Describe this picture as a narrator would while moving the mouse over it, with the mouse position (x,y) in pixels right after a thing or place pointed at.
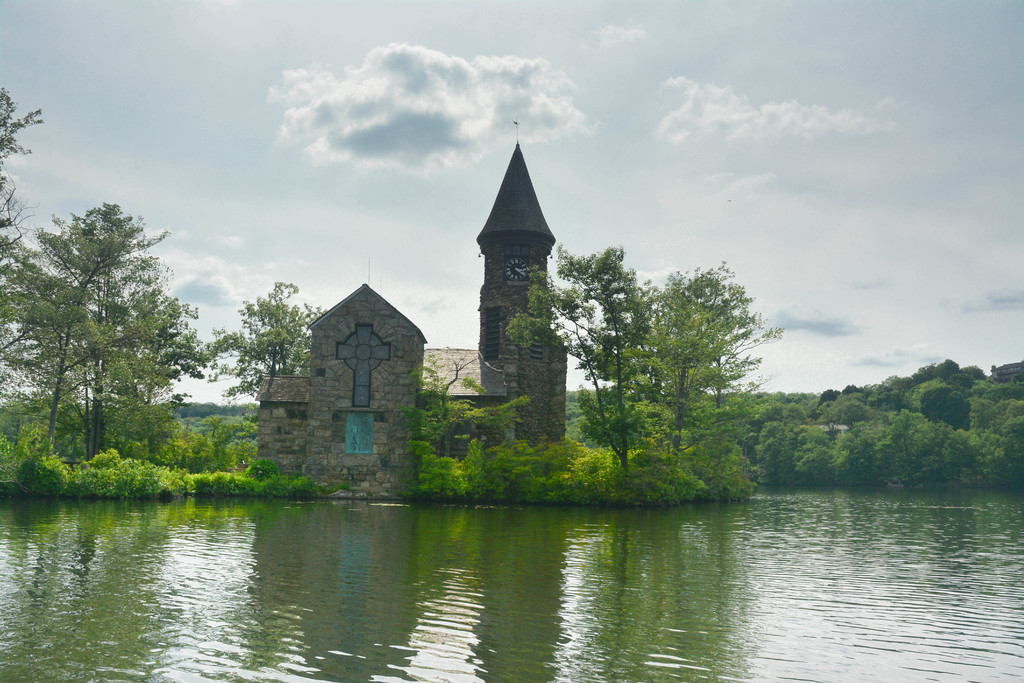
In this picture there is a building (531,208) and there is a clock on the wall (548,254) and there are trees (103,422). At the top (170,147) there is sky (197,168) and there are clouds (202,256). At the bottom (475,598) there is water (621,574) and there is a reflection of a building (461,444) and there is a reflection of trees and there is a reflection of sky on the water (578,534).
